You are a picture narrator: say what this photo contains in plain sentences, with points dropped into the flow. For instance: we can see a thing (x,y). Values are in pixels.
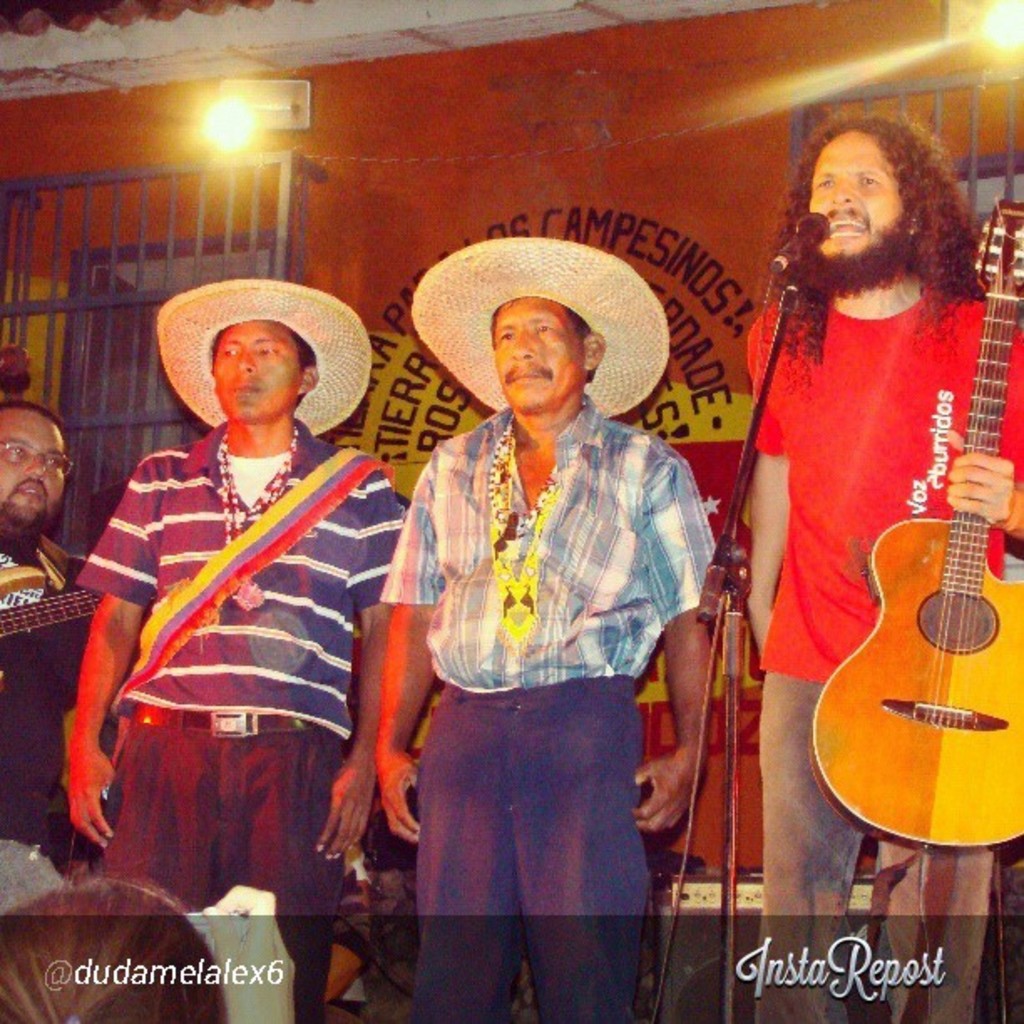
In this image I see 4 men (475,253) in which 3 of them are standing and this guy (832,860) over here is in front of a mic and he is holding the guitar (931,532) and I can also see these 2 men (543,590) are wearing hats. In the background (681,375) I see the wall (681,375) and the lights (244,92).
